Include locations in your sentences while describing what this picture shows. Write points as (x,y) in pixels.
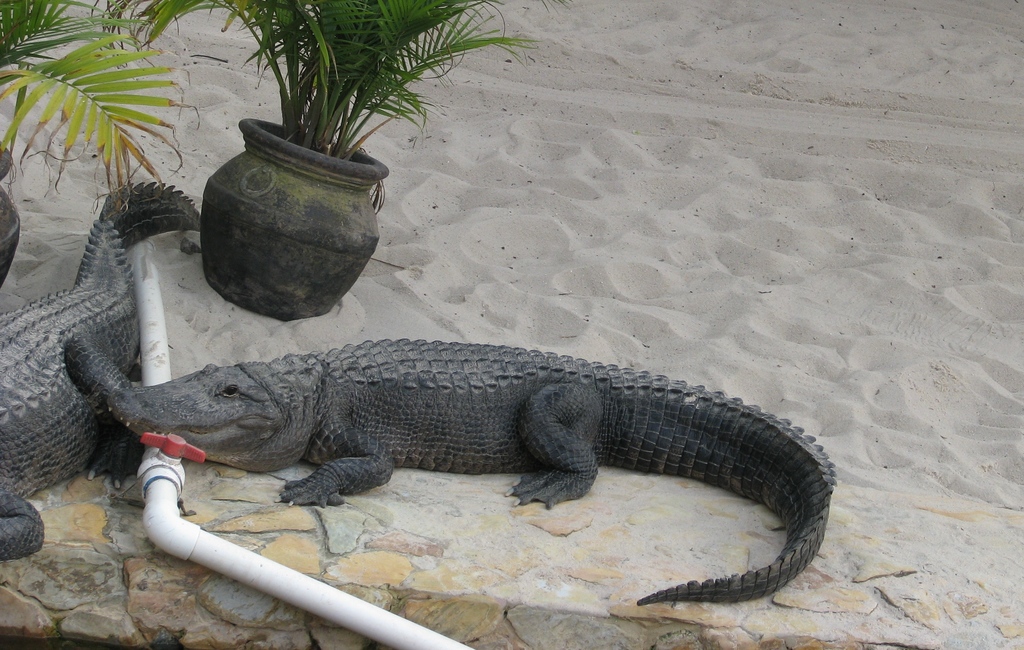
On the left side (308,246), there are two potted plants (311,180) and two crocodiles (10,435) on a sand surface (181,324), near a white color pipe (152,486). In the background (895,142), there is sand surface (681,280).
